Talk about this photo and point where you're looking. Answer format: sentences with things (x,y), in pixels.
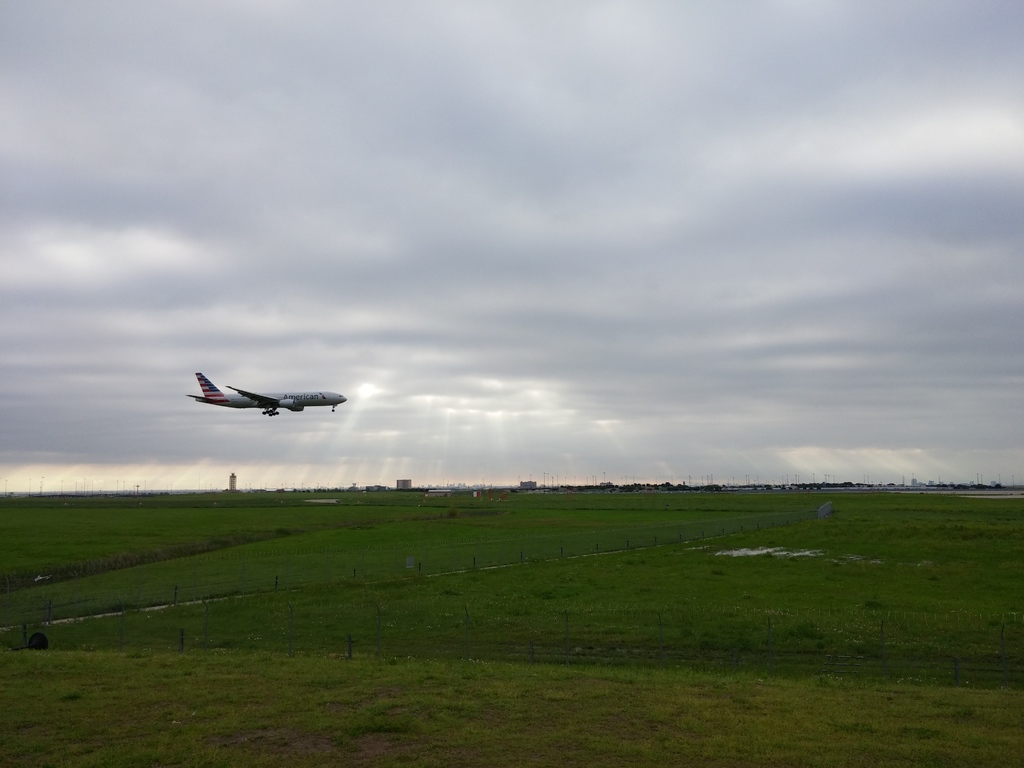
This is an airplane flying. I think this is the grass (384,645). In the background (699,489), I can see the buildings (409,482) and trees (676,489). Here is the sky (607,268).
